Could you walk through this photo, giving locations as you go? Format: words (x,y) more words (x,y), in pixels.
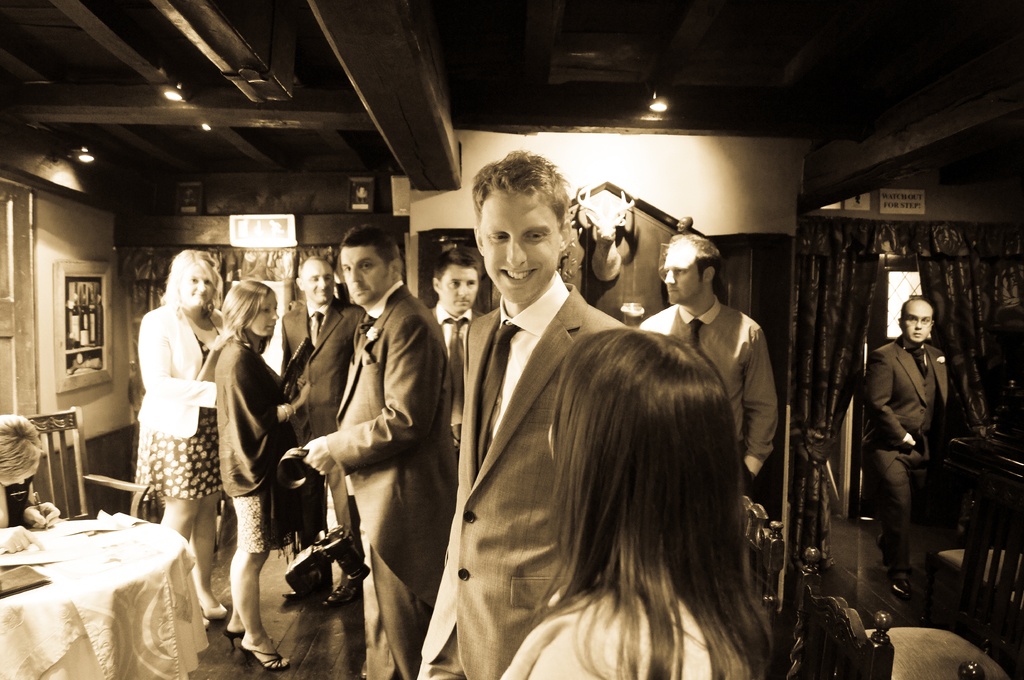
In this picture we can see a group of people (380,494) on the ground (272,589), here we can see a table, chairs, lights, wall (791,172), curtains (164,262) and some objects (338,544).
